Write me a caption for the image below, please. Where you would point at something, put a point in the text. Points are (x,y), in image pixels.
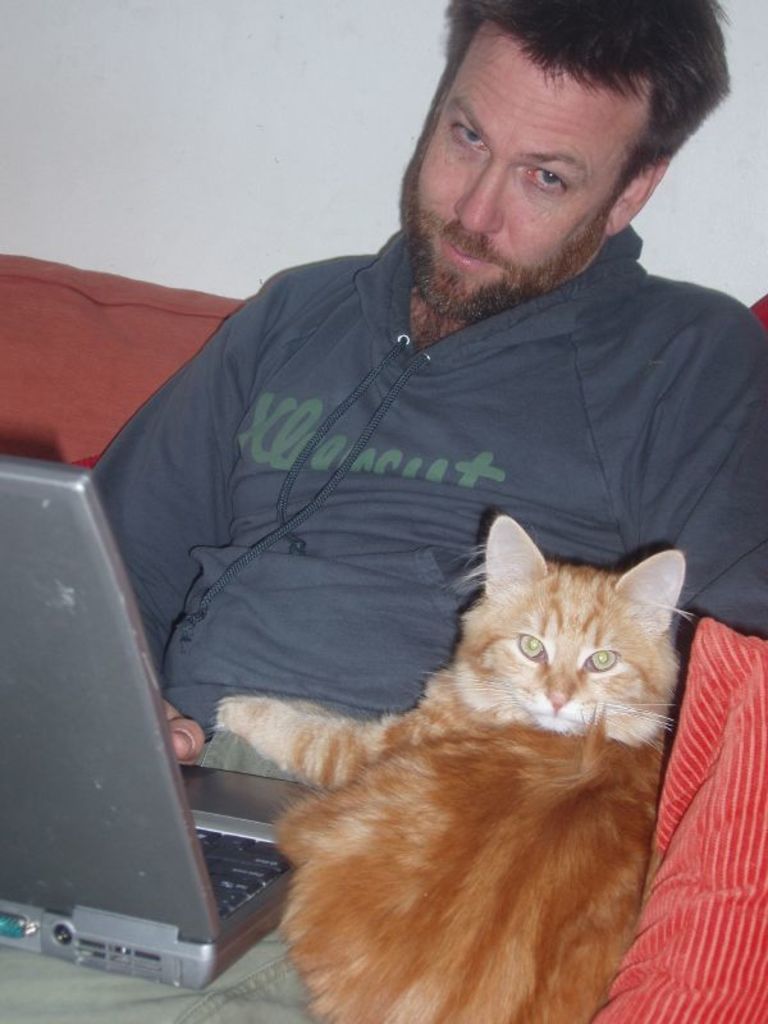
In this picture there is a couch (23,342), on the couch (11,340) there are person (410,565), cat (473,697), pillow (650,971). The person (262,617) is holding a laptop (81,672). In the background (289,97) it is wall (702,160) painted white.
